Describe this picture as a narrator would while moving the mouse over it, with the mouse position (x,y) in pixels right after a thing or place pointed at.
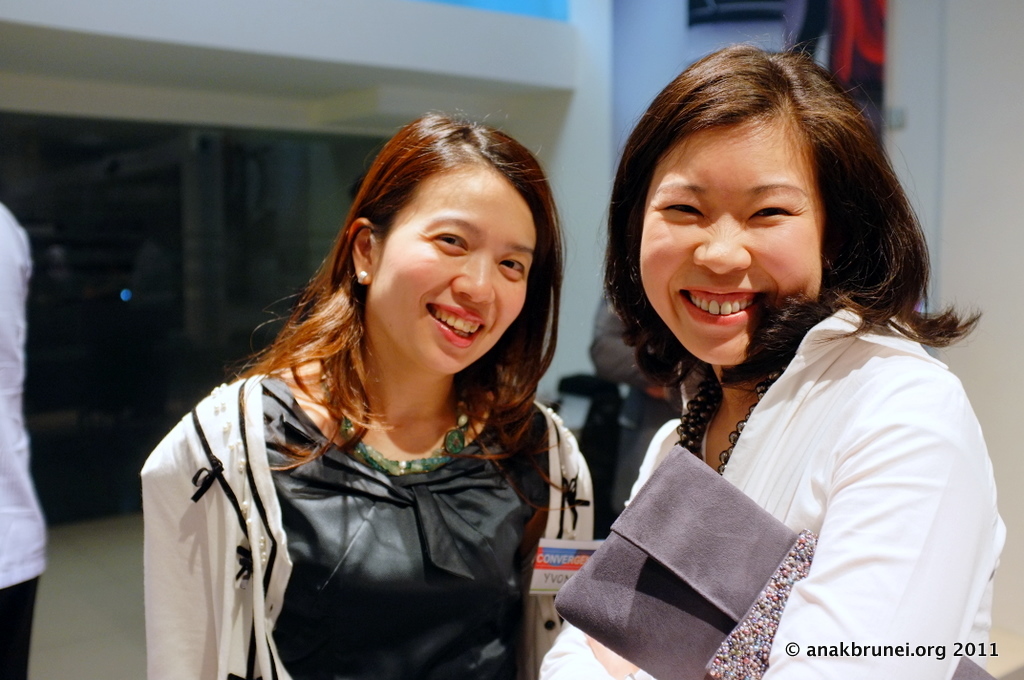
In this picture I can see 2 women (378,376) standing in front (486,243) and I see that they're smiling and the woman (714,396) on the right (730,534) is carrying a thing (692,578). On the left side of this picture (1,376) I can see a person (22,239) standing. In the background (168,10) I can see the wall (357,45) and I can also see another person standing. On the bottom right corner of this picture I can see the watermark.
